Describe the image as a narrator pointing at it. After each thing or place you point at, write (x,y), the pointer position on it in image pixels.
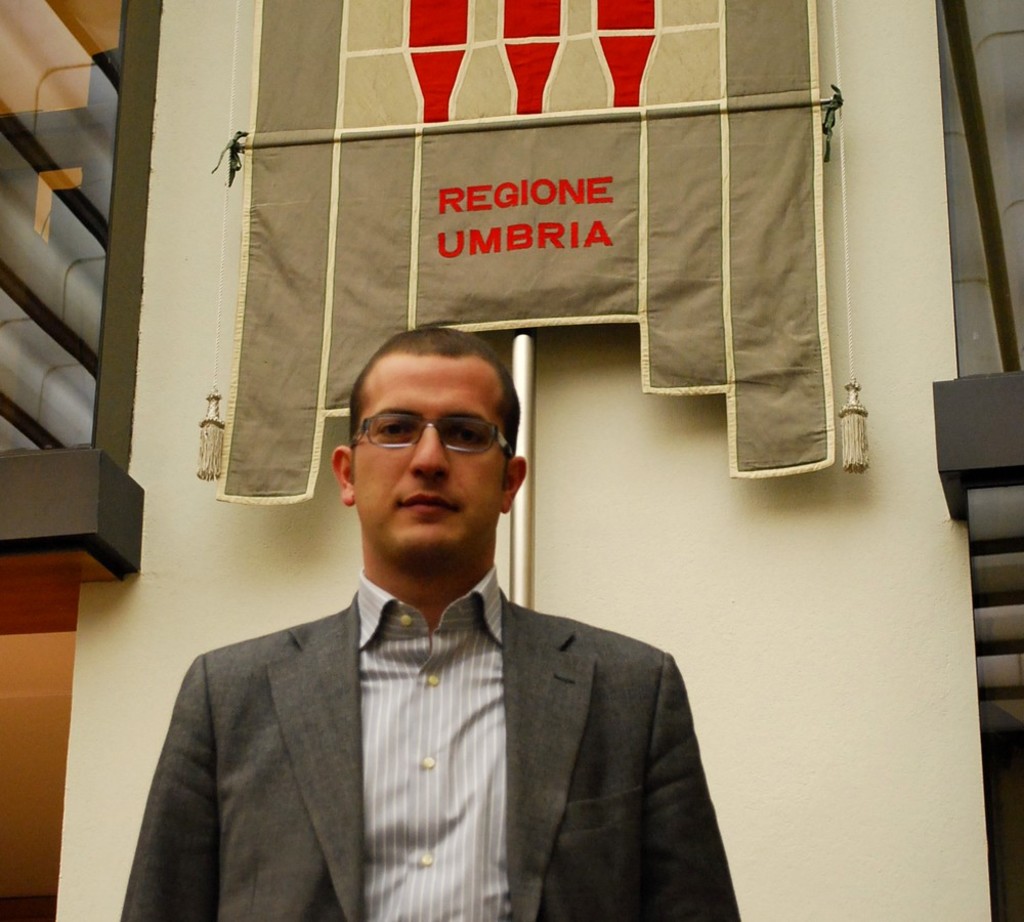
In this image person (466,771) is standing on the floor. At the back side (344,408) there is a banner (498,150) in front of the wall (887,252).
